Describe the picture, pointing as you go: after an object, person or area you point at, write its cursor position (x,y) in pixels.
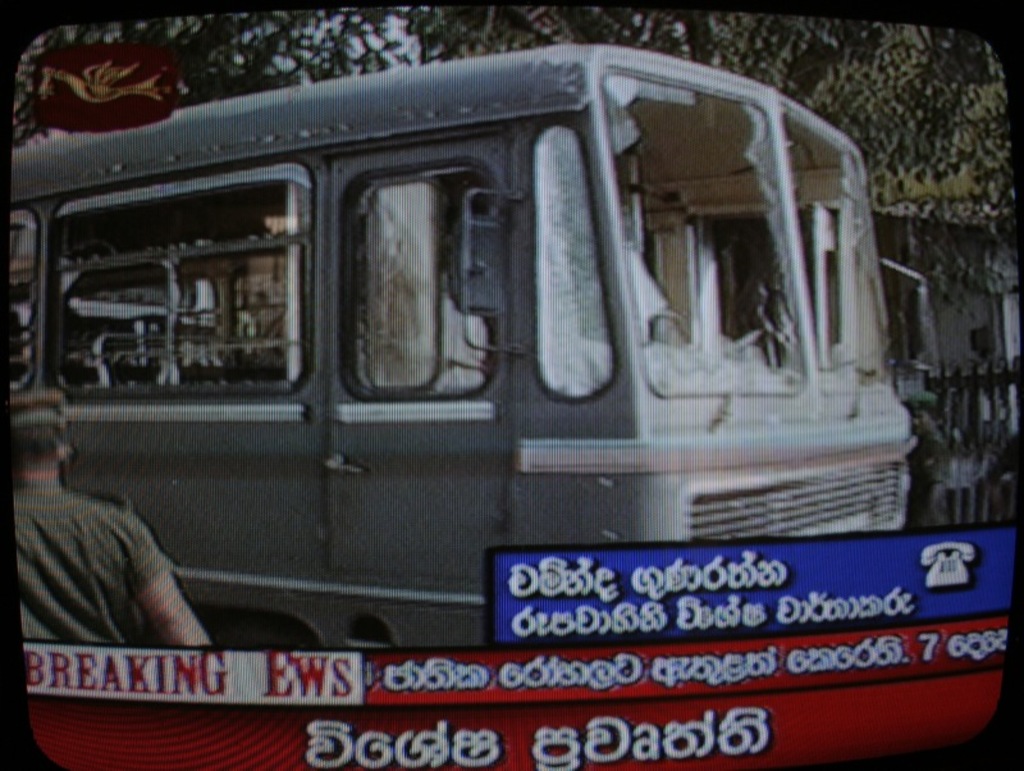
This image consists of a screen (969,657) in which we can see a vehicle (49,218) and person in the foreground (28,239). There is a text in the bottom (356,765). There are trees (965,50) in the background (902,152).
